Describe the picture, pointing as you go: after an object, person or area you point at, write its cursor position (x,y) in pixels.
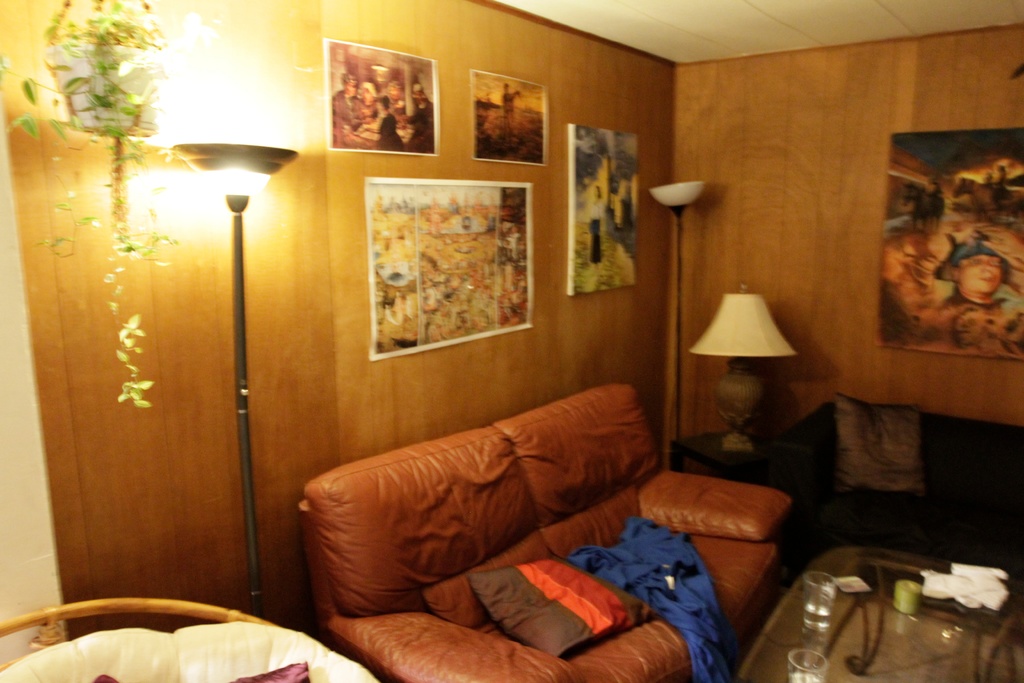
The picture is taken in a room (214,565). At the bottom of the picture (437,557) there are couches (724,548), pillows (545,570), desk (891,632), glasses (816,599), paper (936,592) and lamps (739,391). At the top (491,155) there are posters (496,207), framed (483,143), house plant (108,118) and a wall (687,94). Towards right (781,41) at the top (755,11) it is ceiling (741,43).
